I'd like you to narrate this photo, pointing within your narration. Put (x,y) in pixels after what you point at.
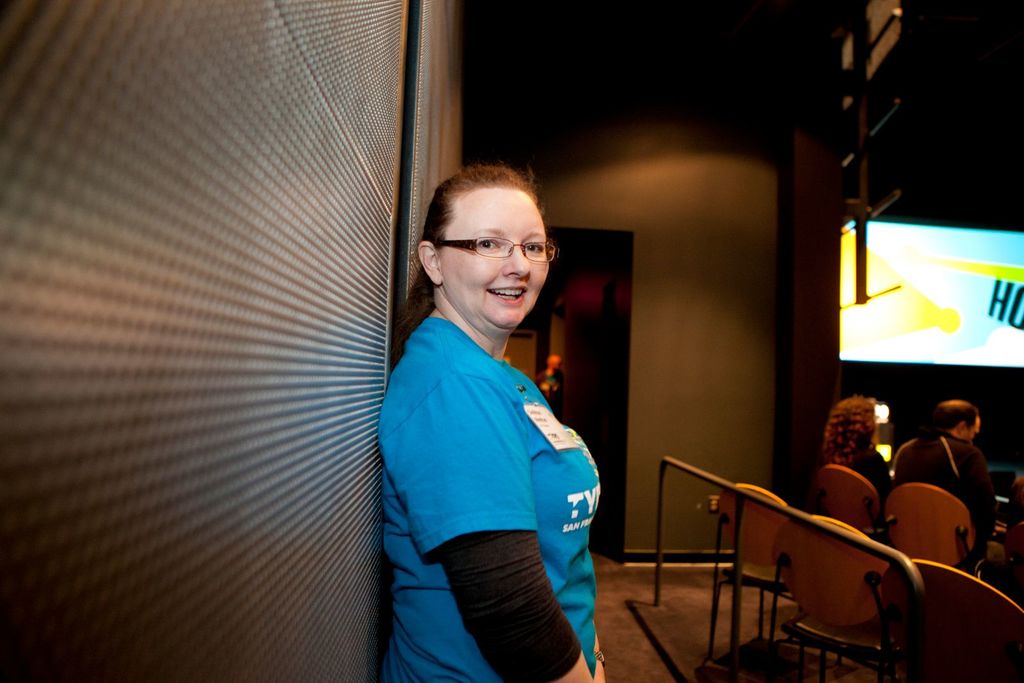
This picture shows a woman (462,372) standing and she wore spectacles (551,244) and we see couple of them (919,450) seated on the chairs (925,526) and we see few empty chairs (857,651) on the back (990,361) and a television (991,293) with a display (970,263) on it.
